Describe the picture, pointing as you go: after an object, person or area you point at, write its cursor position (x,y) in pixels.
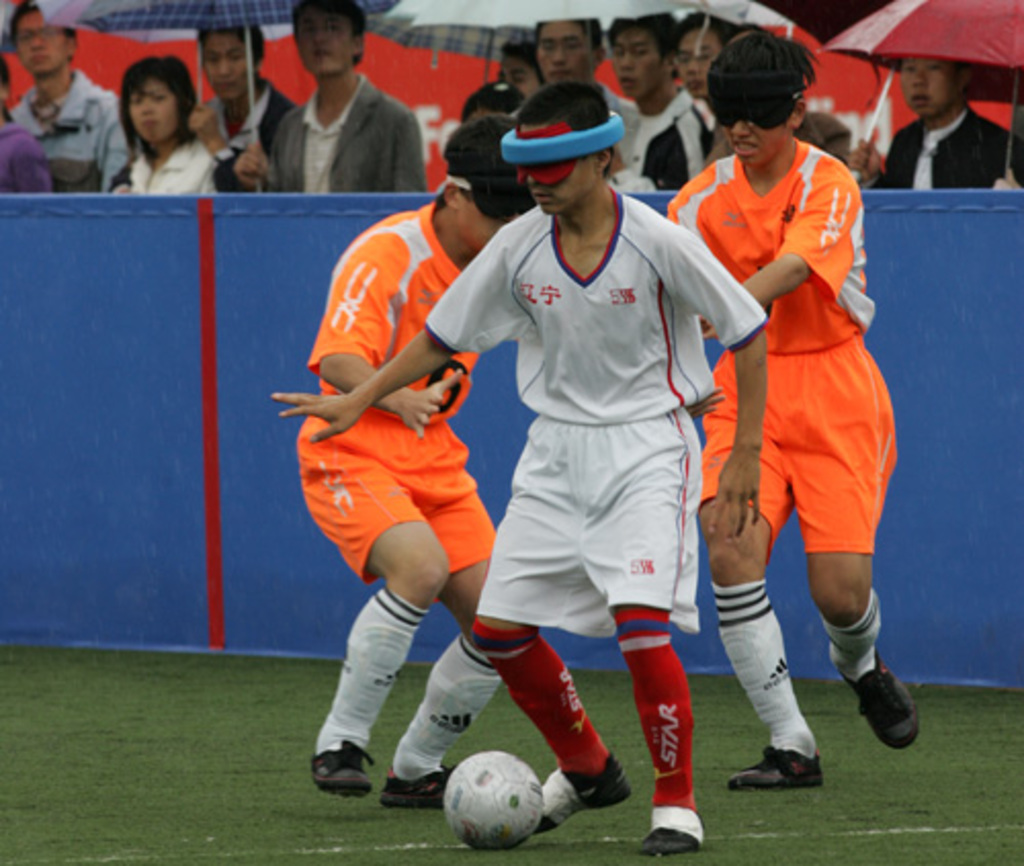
In the image players (529,491) are playing football. they are blindfolded. Two of the players (720,217) are wearing orange jersey (345,460) one is wearing white. There is a boundary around the field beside it many people (221,136) are standing and watching the players (588,462). Some of them are holding umbrella (200,60).
